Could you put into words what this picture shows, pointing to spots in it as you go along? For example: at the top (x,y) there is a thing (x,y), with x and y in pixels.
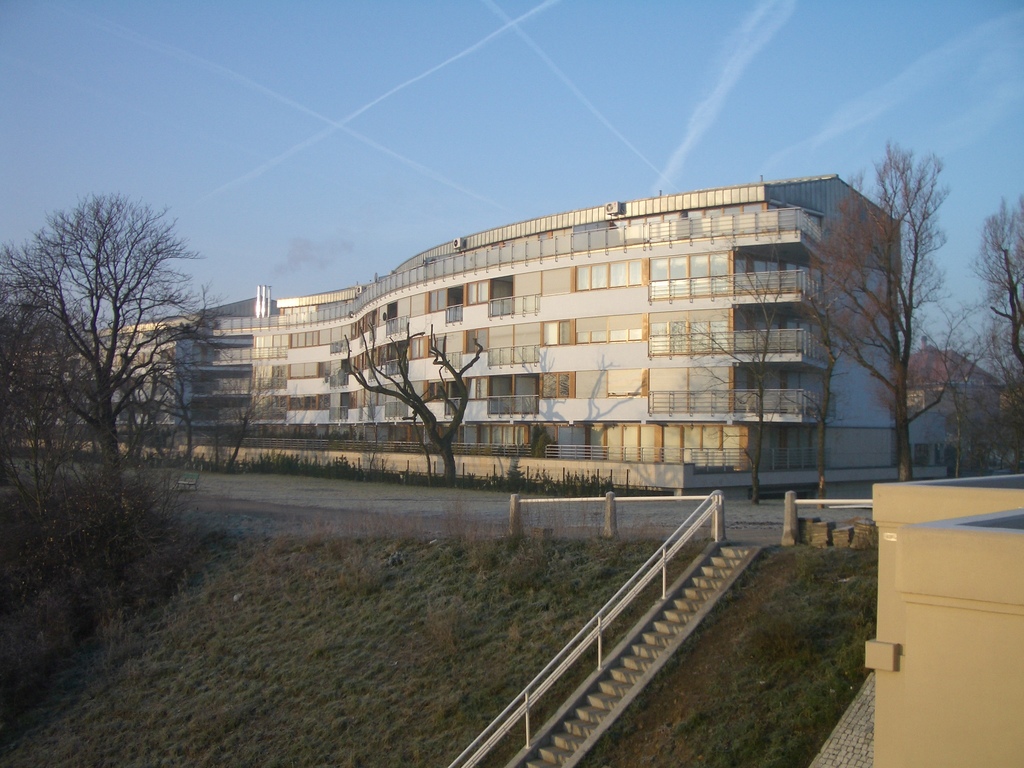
On the left side (44,485) there are trees (20,300) on a slope area (373,555), on the right side (692,605) there are stairs (645,621) and a railing (668,557), in the background (474,513) there is a road (493,525), trees (256,377), building (480,331) and the sky (520,79).
